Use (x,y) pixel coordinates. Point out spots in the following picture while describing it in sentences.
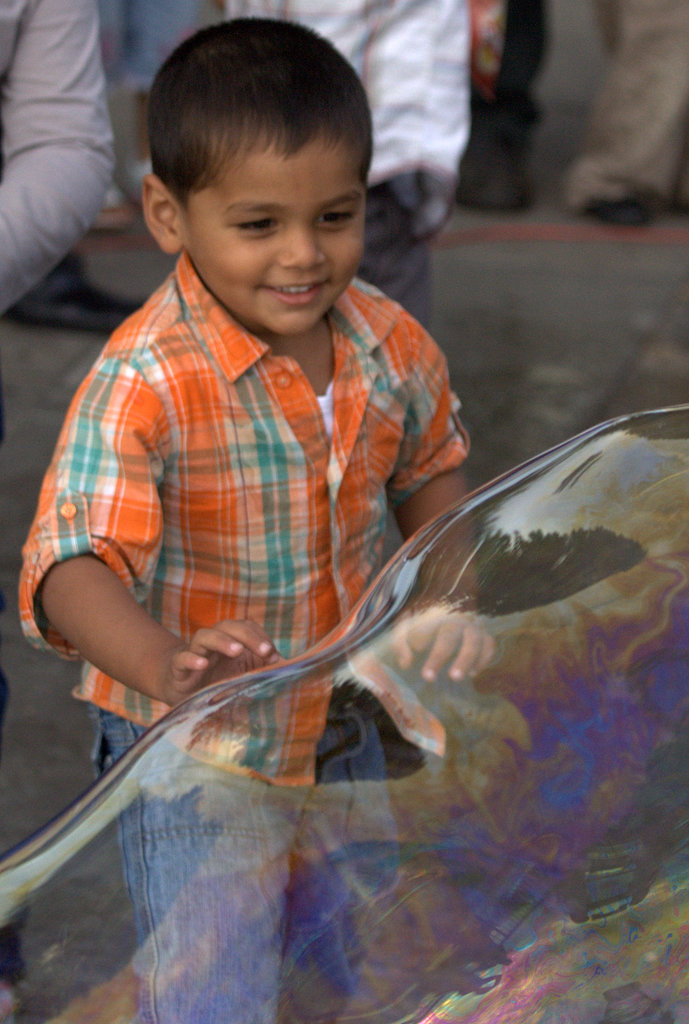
In this image we can see a boy (291,333) wearing the shirt (246,487) and standing. We can also see the soap bubble (531,759). In the background (502,124) there are some people (439,74) on the path (585,73).
